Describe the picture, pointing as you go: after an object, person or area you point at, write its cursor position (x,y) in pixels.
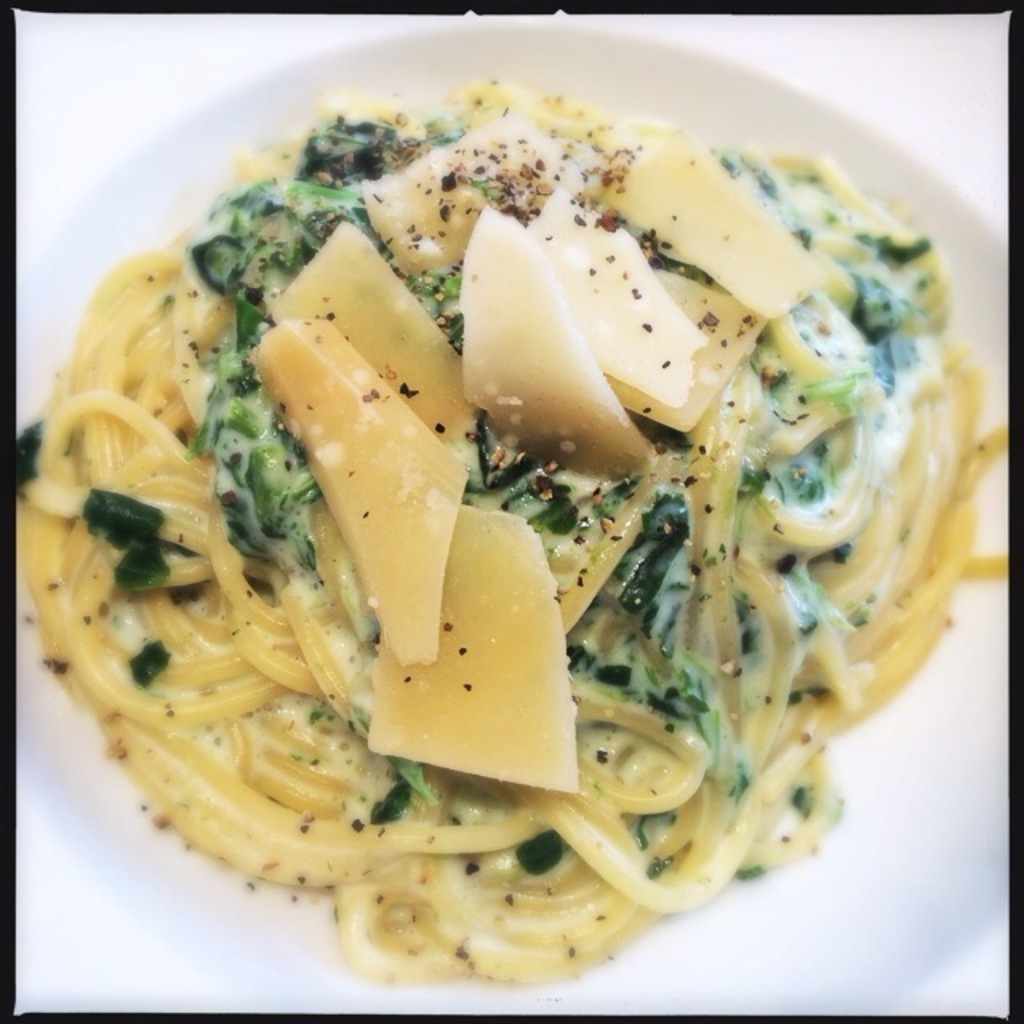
In this image we can see a food item (699,354) on the plate (242,1001).
